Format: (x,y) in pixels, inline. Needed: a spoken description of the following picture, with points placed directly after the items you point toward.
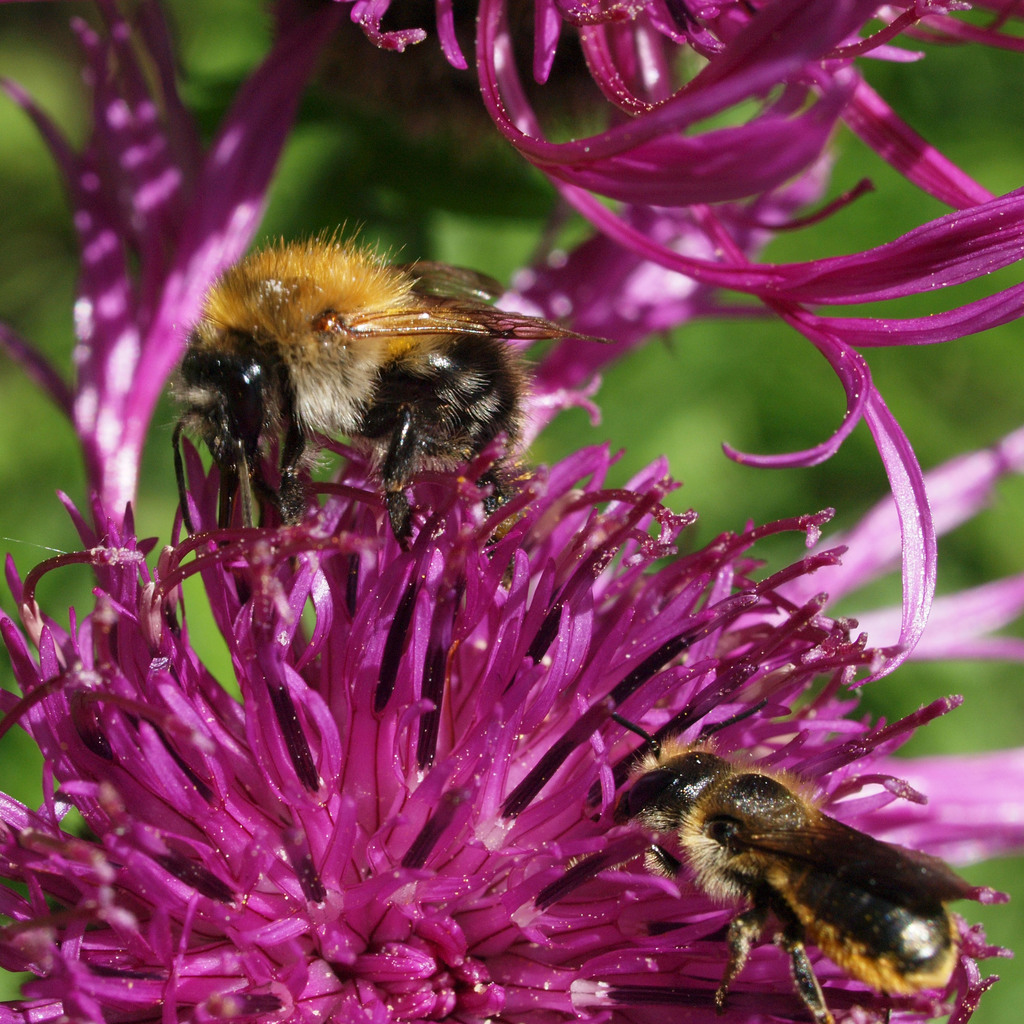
In this image we can see flowers (348,798). On the flower (343,476) there are insects (828,837). In the background (949,444) it is green and blur.
